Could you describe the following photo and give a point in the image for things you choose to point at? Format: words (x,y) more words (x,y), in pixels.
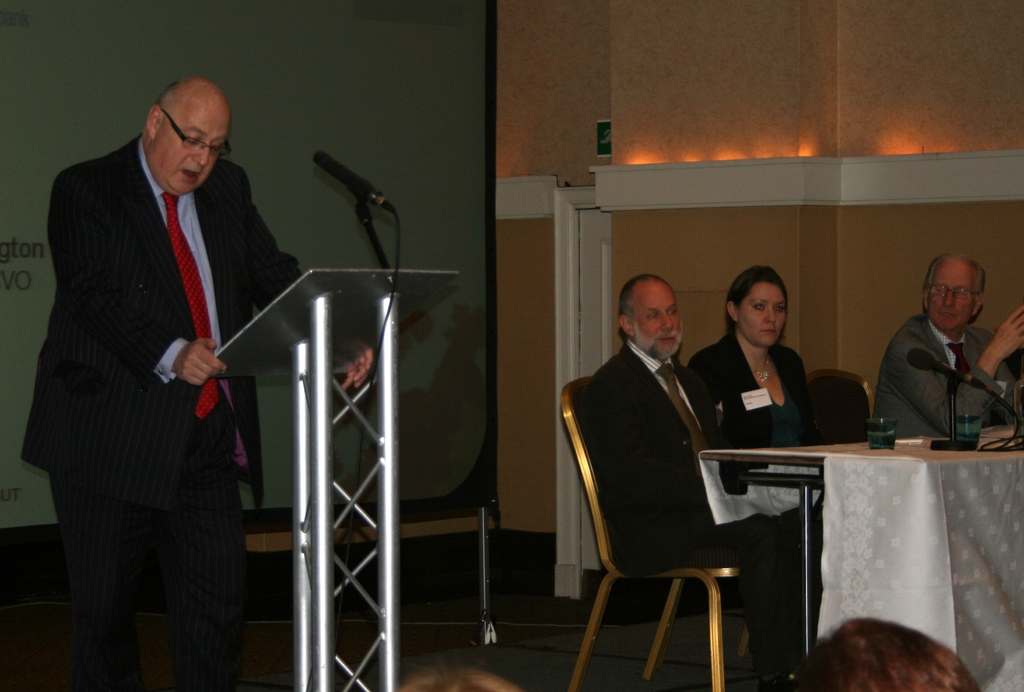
This is a picture of a meeting. On the left (199,253) there is a man (145,351) standing in black suit (156,267) and talking. In the center (392,268) there is a stand (321,630) and a microphone (353,191). On the right (946,512) there is a table (948,501), on the table (963,452) there are glasses (889,440). In front of the table (782,454) there are chairs (852,387) in the chairs (591,464) there are three people (772,396) seated wearing suits (730,419). In the background (683,76) there is a wall (591,81). On the right (868,637) there is a person (860,656).
